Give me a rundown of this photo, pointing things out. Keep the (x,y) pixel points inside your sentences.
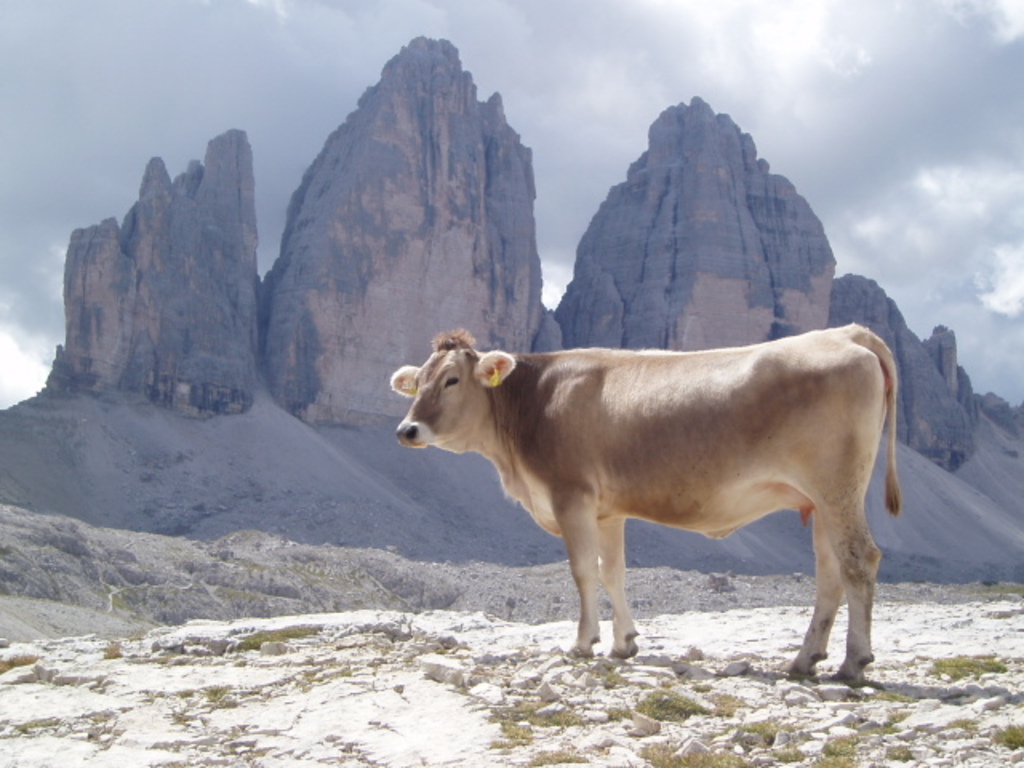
In the foreground of the picture (666,616) there are stones (743,662), rock (585,741) and a cow (640,468). In the background (390,261) there are mountains (330,323) and sand (69,450). Sky (524,93) is cloudy. In the center of the picture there are shrubs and soil (693,600).
